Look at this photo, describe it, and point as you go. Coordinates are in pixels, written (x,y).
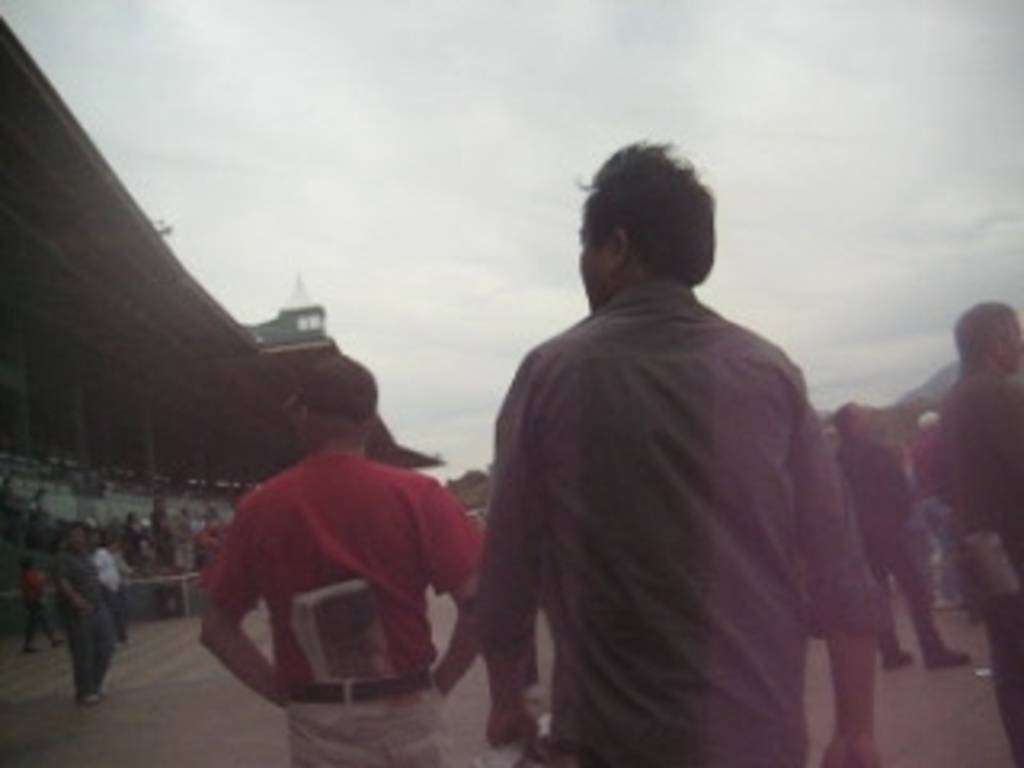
This image consists of many people (414,674) walking. It looks like a stadium (127,523). To the left (53,373), there is a shed (46,322). At the bottom (172,707), there is ground (182,697). At the top (403,121), there are clouds (384,251) in the sky (376,257).
